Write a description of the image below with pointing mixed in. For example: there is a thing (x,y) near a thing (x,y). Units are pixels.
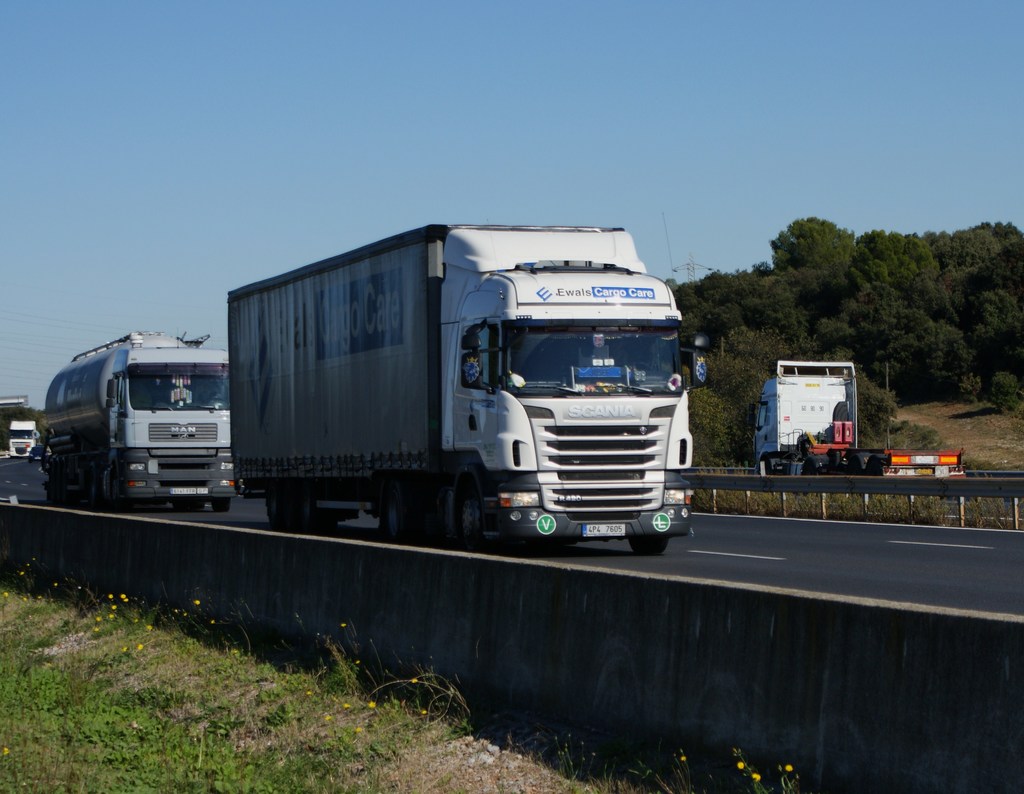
In this image there are grass (284,668) and sand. There is a wall (796,608). We can see the road (745,569) and vehicles (124,380). In the background (840,466), I think, there is truck (840,466). There are trees (775,328). There is sky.
